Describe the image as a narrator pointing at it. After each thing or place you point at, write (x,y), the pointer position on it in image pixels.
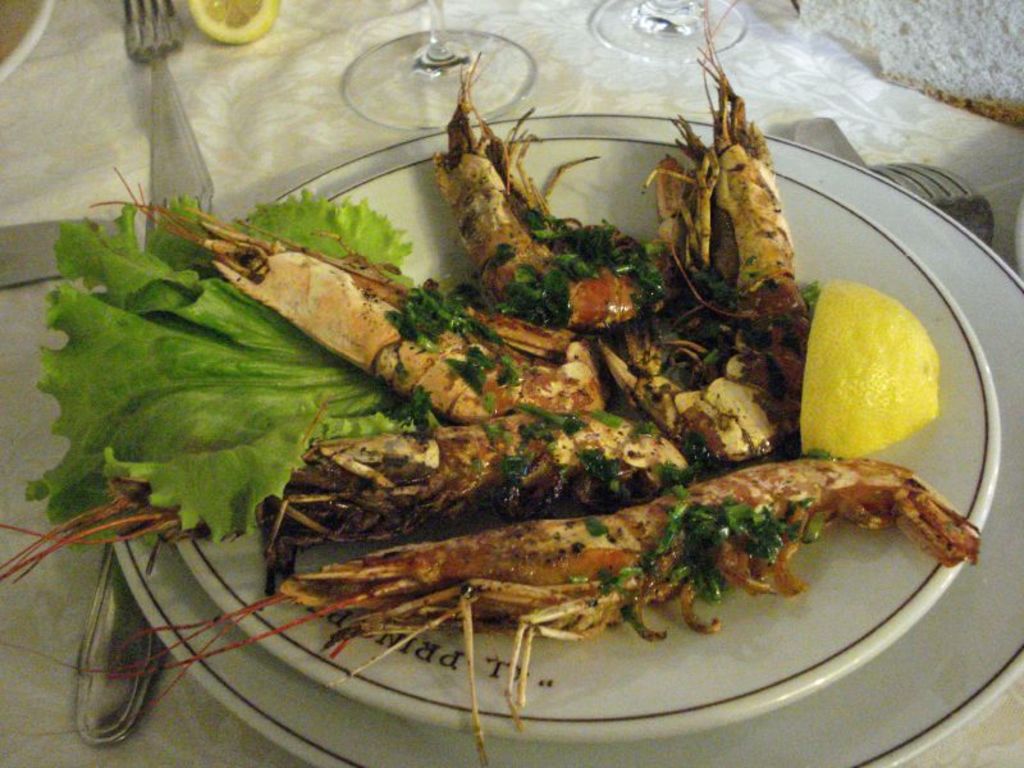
In this image, I can see a plate (837,264) with shrimps (553,393), lettuce (323,431) and a piece of lemon (927,375). I can see the forks (173,149), glasses (374,79), plate (877,175) and few other things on the table (255,142). This looks like a white cloth (228,125).
